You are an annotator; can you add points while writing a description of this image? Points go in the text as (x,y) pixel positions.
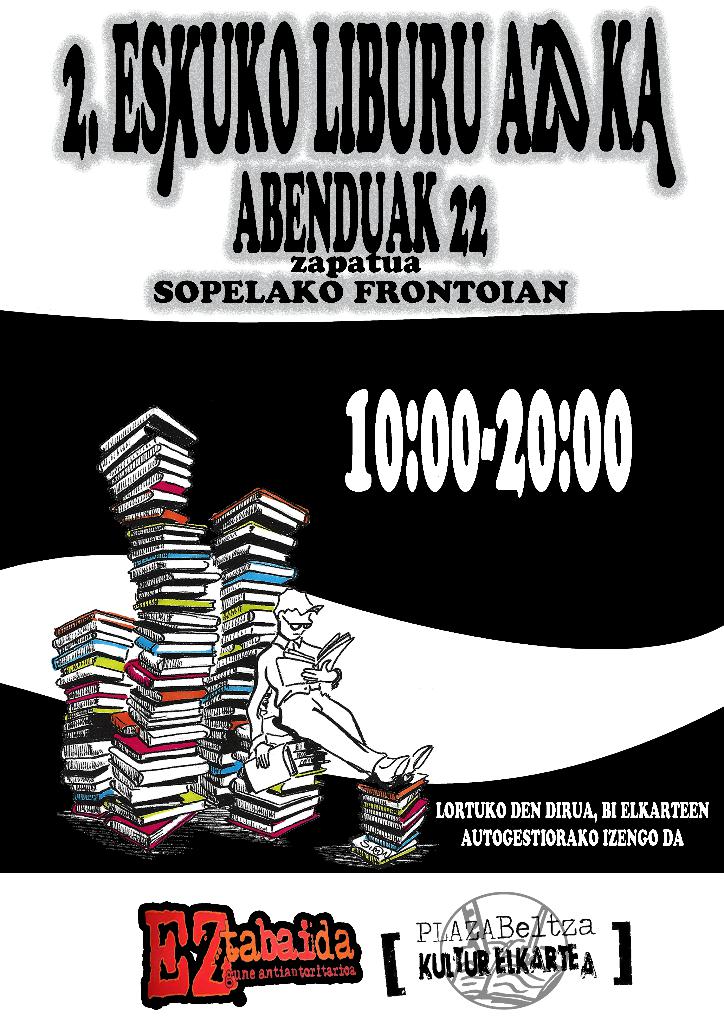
In this image we can see a graphical picture of a person (307,687) holding a book (310,667) in his hand (313,677), a group of books (248,542) and some text (233,950) on it.
